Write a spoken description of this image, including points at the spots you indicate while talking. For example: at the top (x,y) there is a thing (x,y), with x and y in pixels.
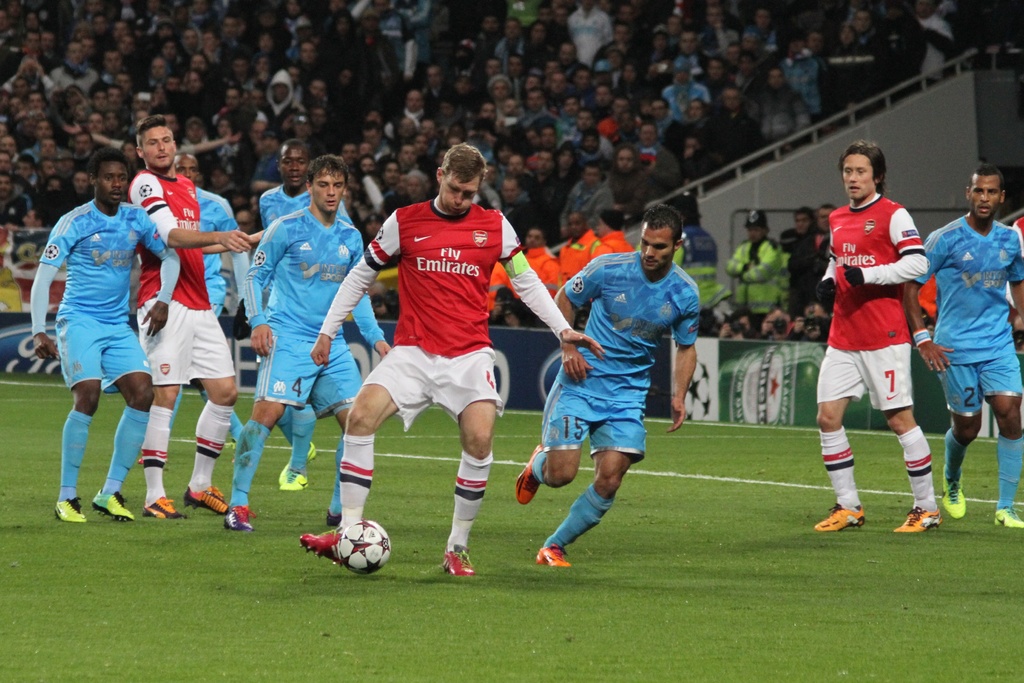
In this image there are persons (624,347) playing a game. In the background (436,75) there a group of persons (563,111) standing and sitting and there are persons (756,325) holding camera (774,335) and there are boards (722,370) with some text (760,388) and symbols (761,395) on it.
